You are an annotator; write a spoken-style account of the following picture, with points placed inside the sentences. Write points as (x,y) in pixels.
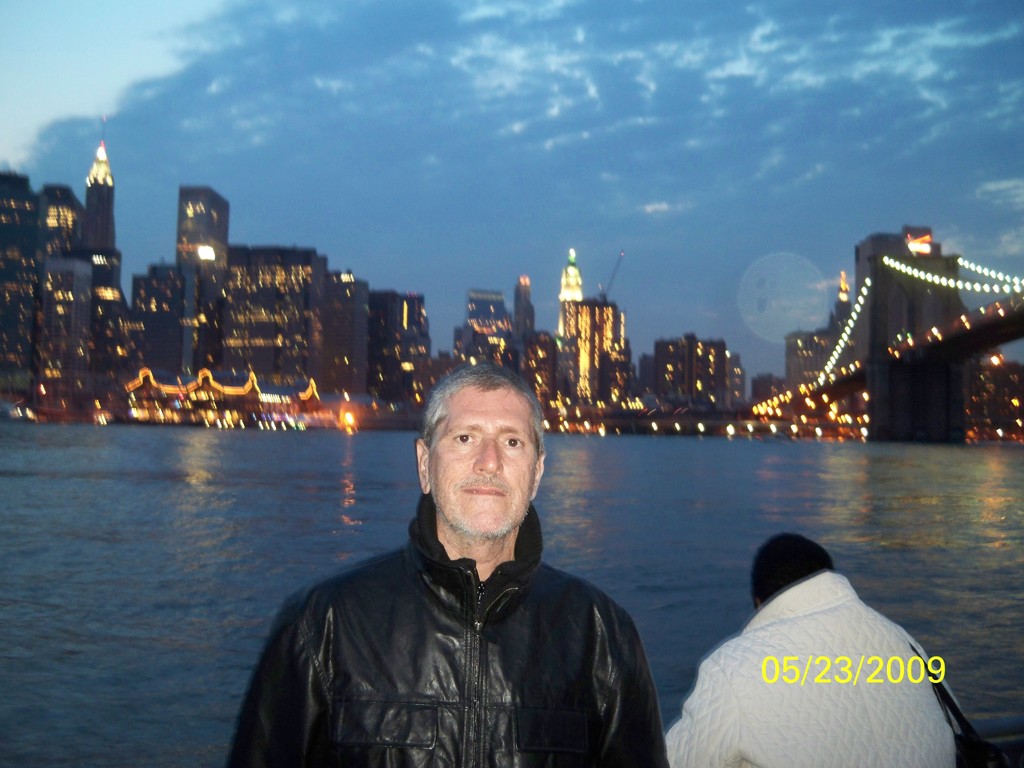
In this image we can see two persons (793,692) and date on the image. In the background (624,482) we can see water (895,620), buildings (571,254), decorative lights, bridge (765,406) and clouds (204,50) in the sky (360,252).
